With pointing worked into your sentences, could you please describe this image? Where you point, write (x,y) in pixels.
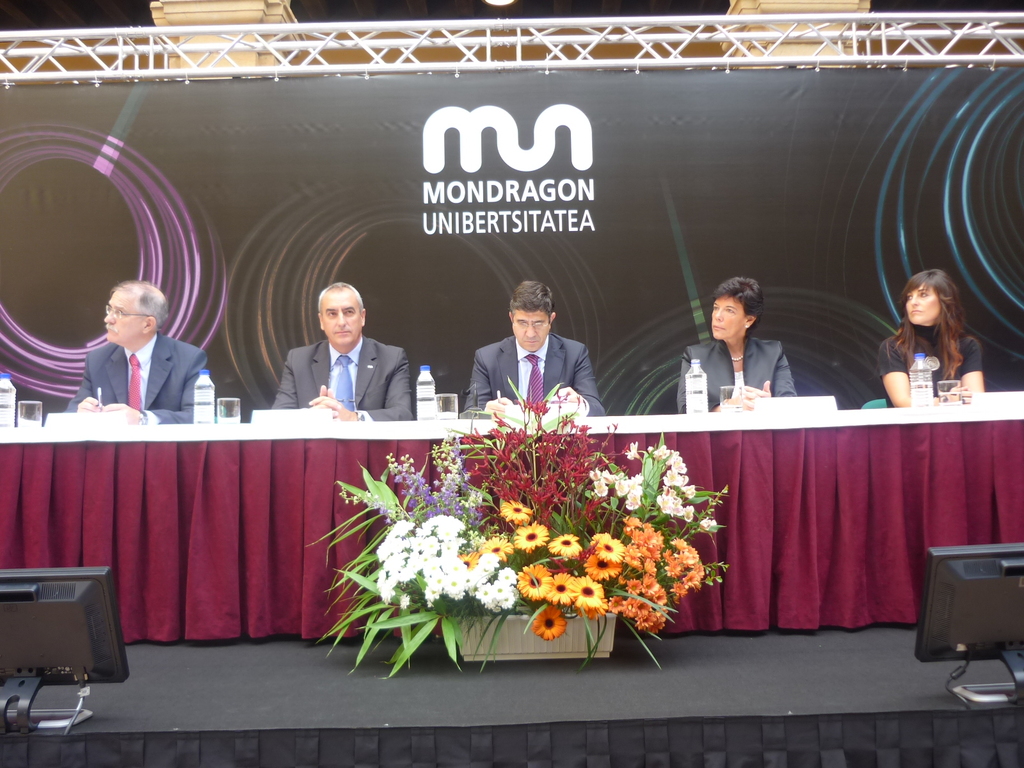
In this image there are some persons (340,385) sitting as we can see in the middle of this image (356,326) and there is a table (200,519) is covered with a cloth (231,495) in the middle of this image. There are some flowers (540,587) in a pot (519,631) in the bottom of this image (498,606). There is a wall (468,205) in the background (458,248). There is some text (566,195) written on the top of this image (511,190). There is an object (121,670) in the bottom left corner of this image (104,665) and in the bottom right corner of this image (951,625) as well.
